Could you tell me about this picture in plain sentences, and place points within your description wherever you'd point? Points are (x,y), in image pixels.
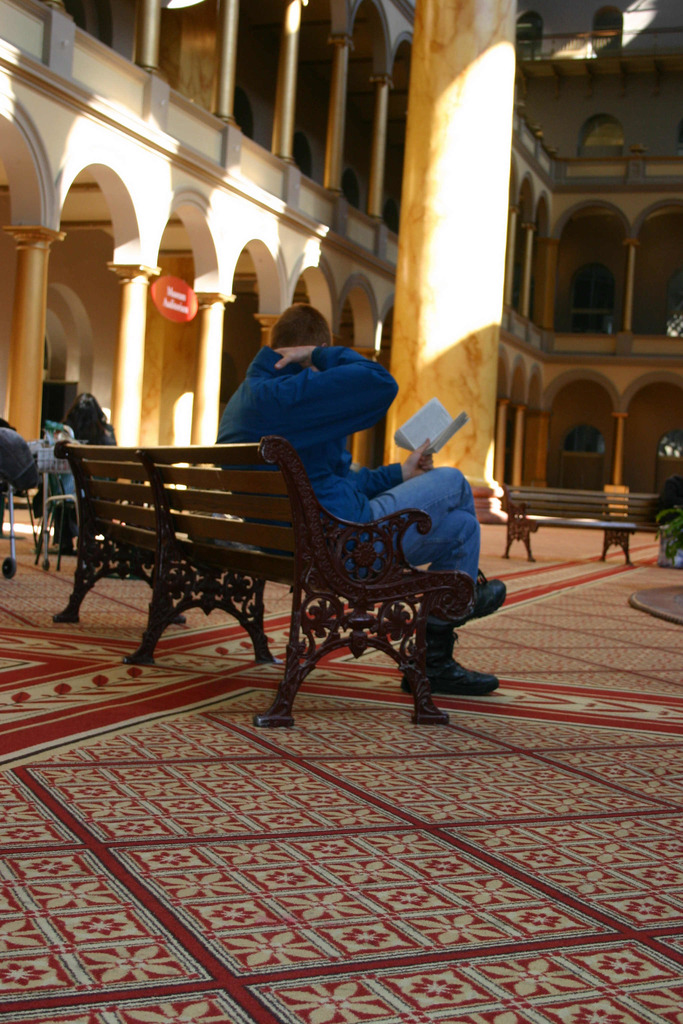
In the middle (308,538) there is a bench (291,558) on that bench (264,565) a man (329,497) is sitting he wear a jacket (298,406), trouser (451,546) and shoes (462,622), he is holding a book (431,431). In the middle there is a pillar (481,178). In the background (316,289) there is a building (223,211).
